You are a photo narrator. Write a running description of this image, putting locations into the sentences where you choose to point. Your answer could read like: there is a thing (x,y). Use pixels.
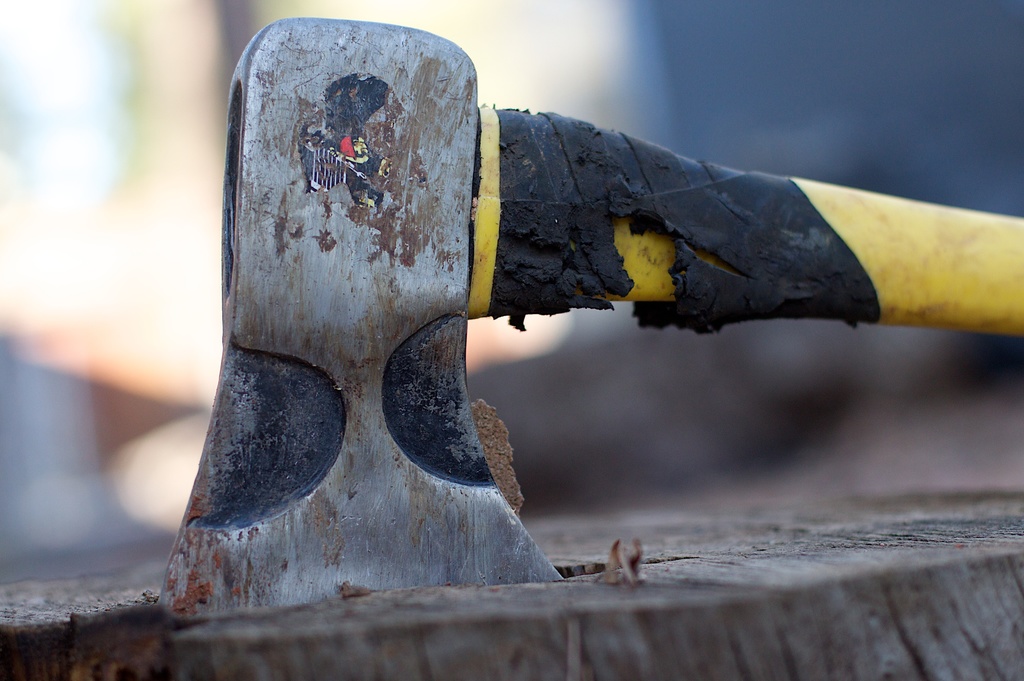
In this image we can see an axe (250,487) on the wooden surface (91,659), the background (113,7) is blurry.
